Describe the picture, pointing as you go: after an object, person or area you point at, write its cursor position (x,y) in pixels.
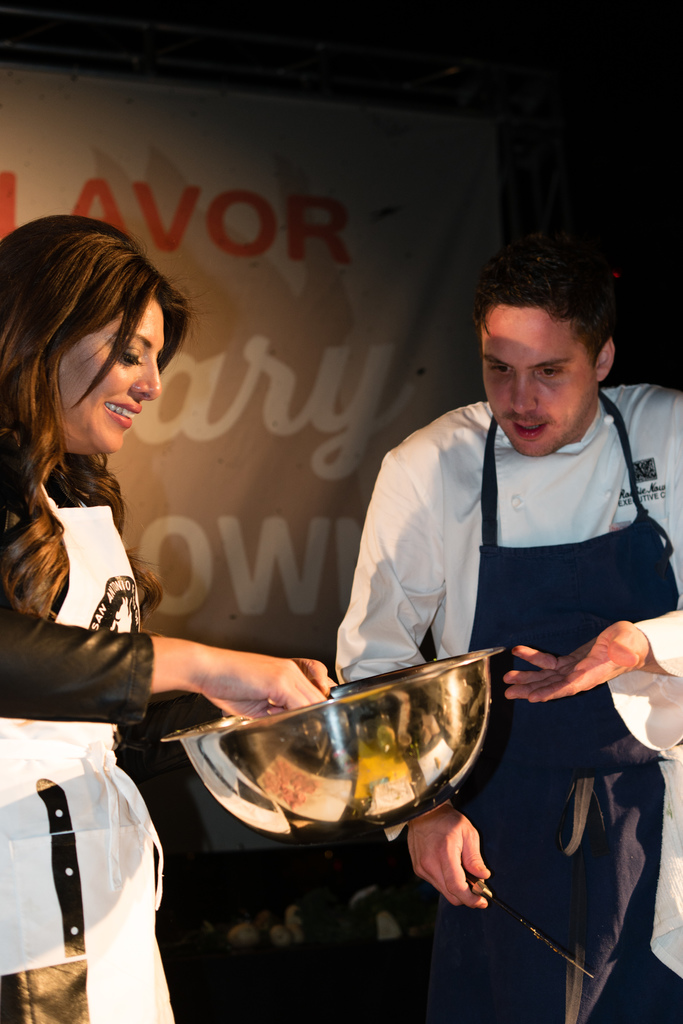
In this image I can see two people (79,374), a man (454,856) and a woman (79,374). The woman (79,374) is holding a dish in her hand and the man (569,542) is holding a knife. I can see a banner (154,231) behind them with some text (165,232).
